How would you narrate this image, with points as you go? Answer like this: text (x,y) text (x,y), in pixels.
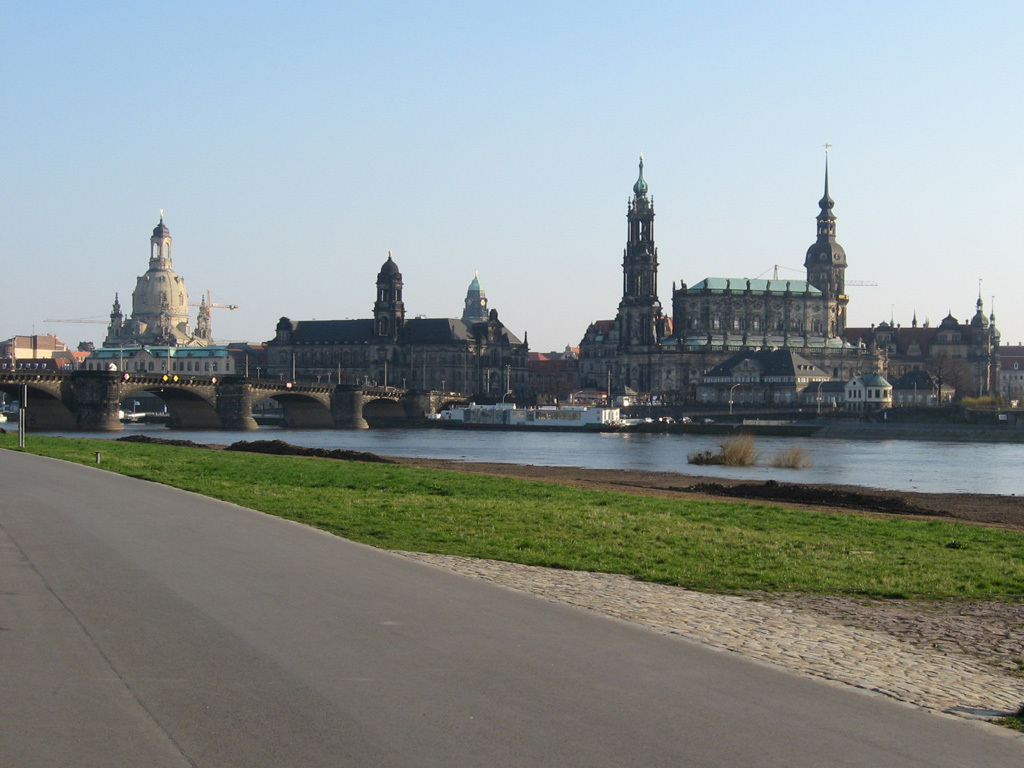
This is the picture of a city (726,288). In this image there are buildings (696,330) and trees (940,367) and there are poles (21,443). On the left side of the image (332,406) there is a bridge (405,395) and there is a boat (531,410) on the water (594,437). At the top (238,132) there is sky (387,133). At the bottom (807,556) there is water (785,474) and there is grass (652,526) and there is a road (166,547).
